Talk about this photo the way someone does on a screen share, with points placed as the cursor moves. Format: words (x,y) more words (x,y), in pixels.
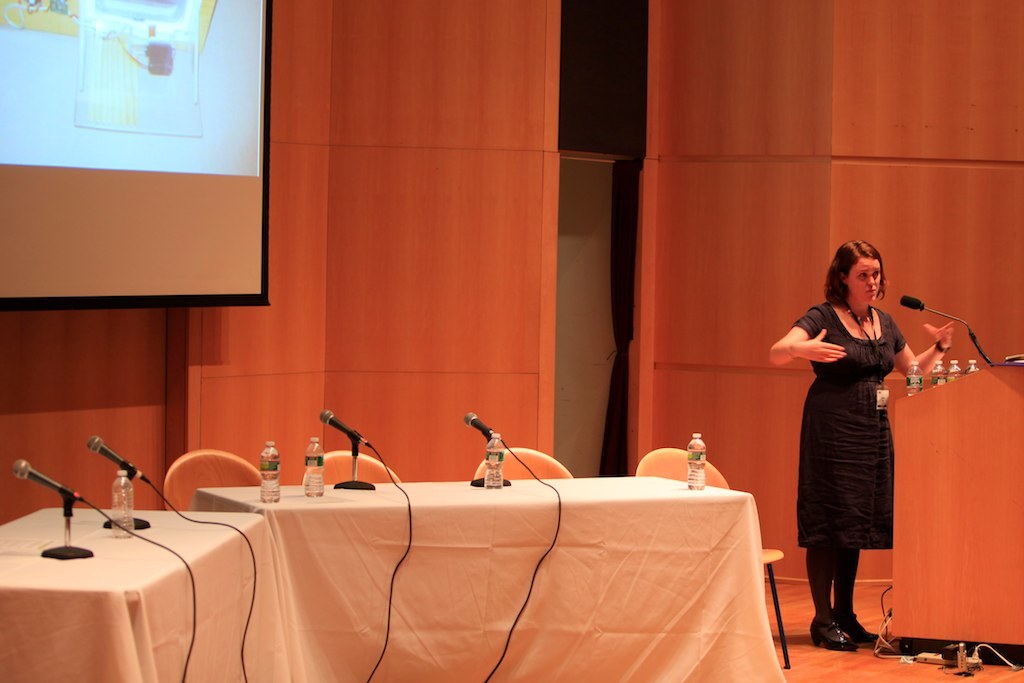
In this image, we can see a person (851,247) wearing clothes (820,508) and standing in front of the podium (909,489). There are bottles (972,362) and mic (925,305) on the right side of the image (973,329). There are tables (317,595) at the bottom of the image (463,648) covered with a cloth (497,563). These tables (318,622) contains bottles (125,498) and mics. There are chairs (192,479) in the middle of the image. There is a screen (173,70) in the top left of the image (172,71).
